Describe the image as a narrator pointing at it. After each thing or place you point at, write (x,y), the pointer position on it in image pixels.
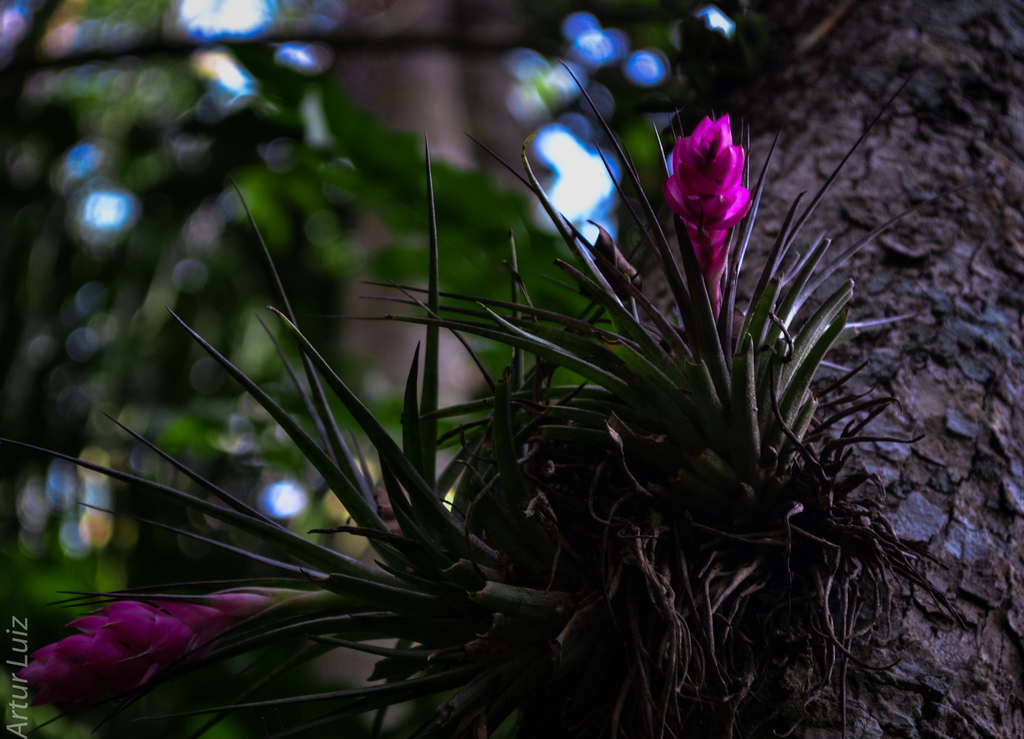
In this picture we can see plants (508,710), flowers (726,174), tree trunk (976,199) and in the background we can see trees (175,160) and it is blurry.
